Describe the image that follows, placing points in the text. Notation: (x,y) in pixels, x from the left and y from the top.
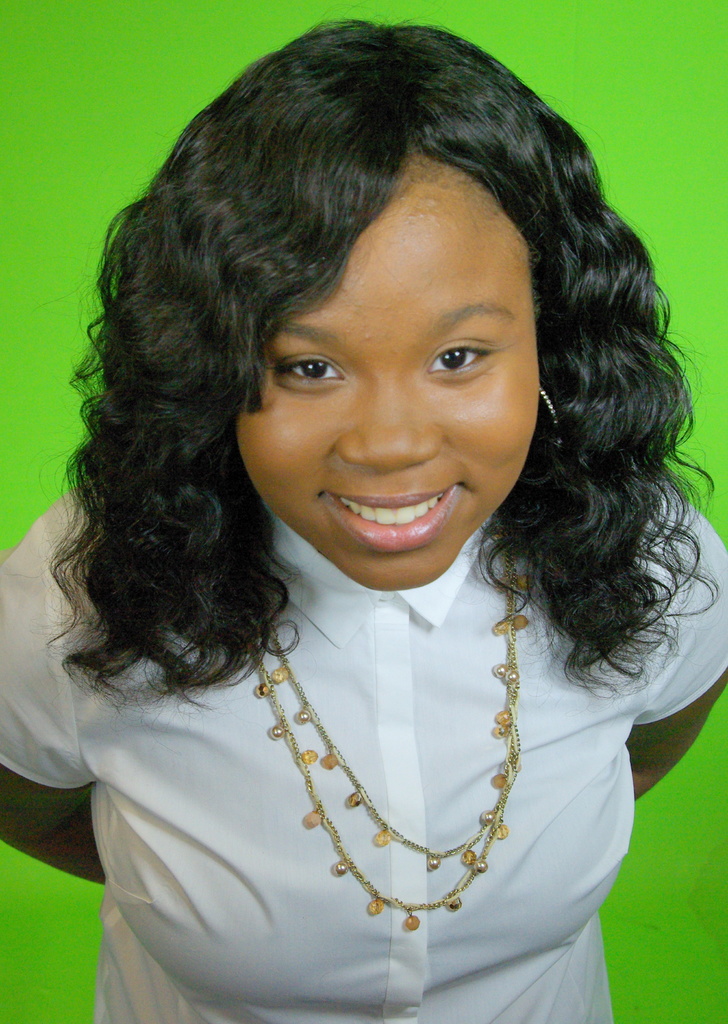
In this picture I can observe a woman (309,534). She is smiling. This woman (228,553) is wearing white color dress (236,860) and a chain (392,899) in her neck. The background (86,132) is in green color.
